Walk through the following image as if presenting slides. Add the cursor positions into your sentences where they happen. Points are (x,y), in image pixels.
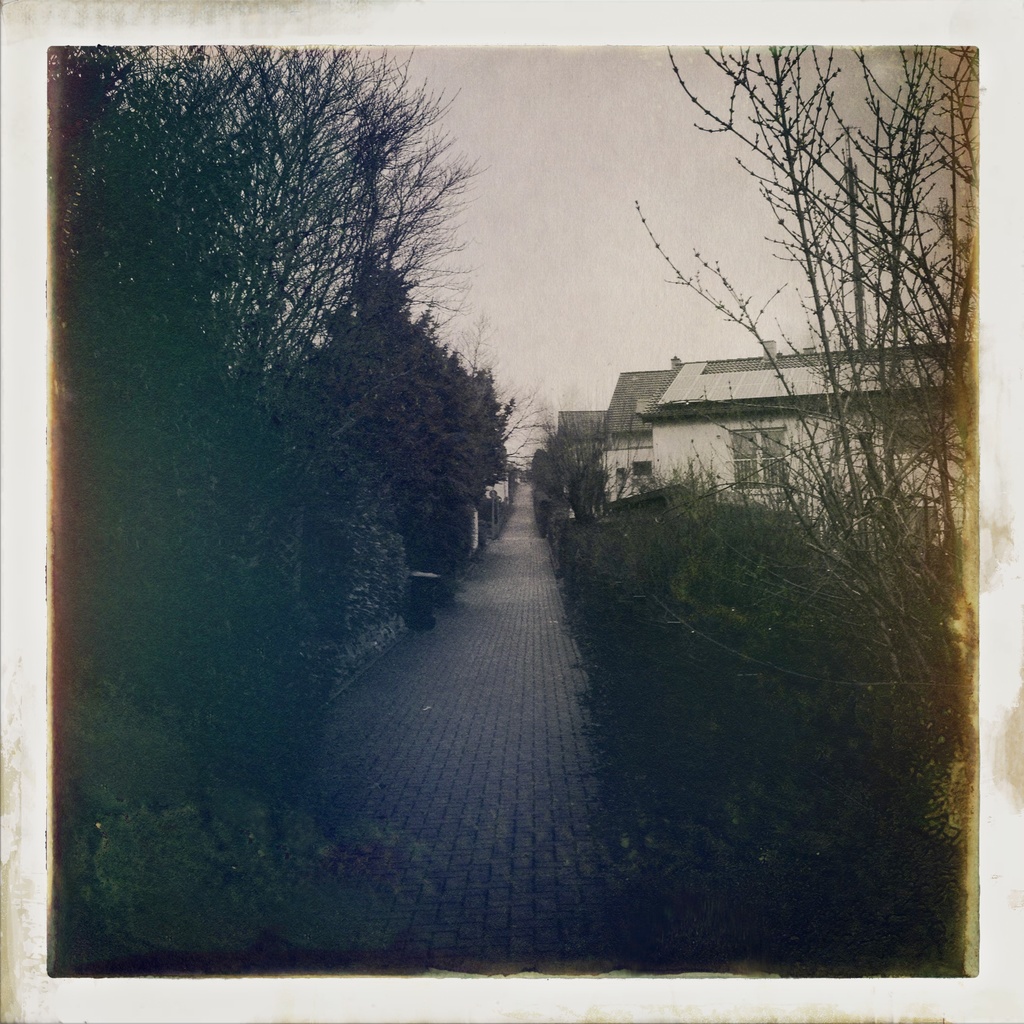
This image consists of plants (731,691) and trees (441,483) and in the background (652,443) there are houses (656,437).
